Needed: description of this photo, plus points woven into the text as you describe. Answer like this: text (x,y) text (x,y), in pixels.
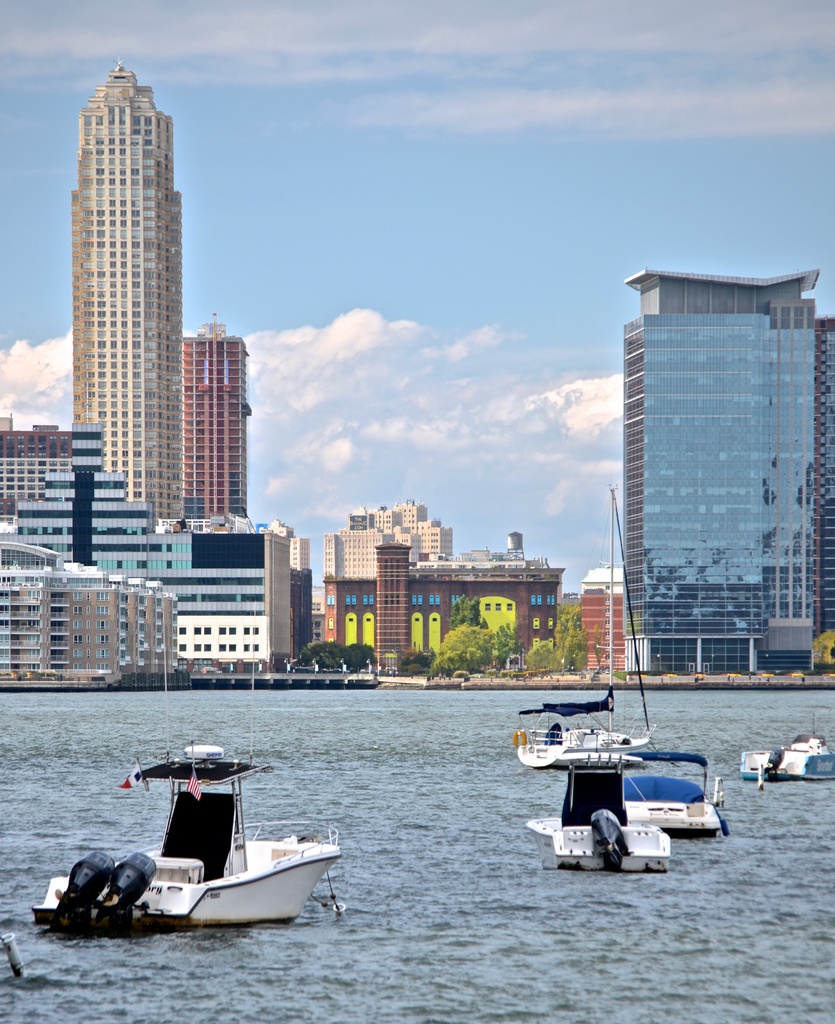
In this image there is the water (350,774). There are boats (568,810) on the water (552,814). In the background (222,618) there are buildings (230,524) and trees (507,642). At the top (416,125) there is the sky (421,114).
